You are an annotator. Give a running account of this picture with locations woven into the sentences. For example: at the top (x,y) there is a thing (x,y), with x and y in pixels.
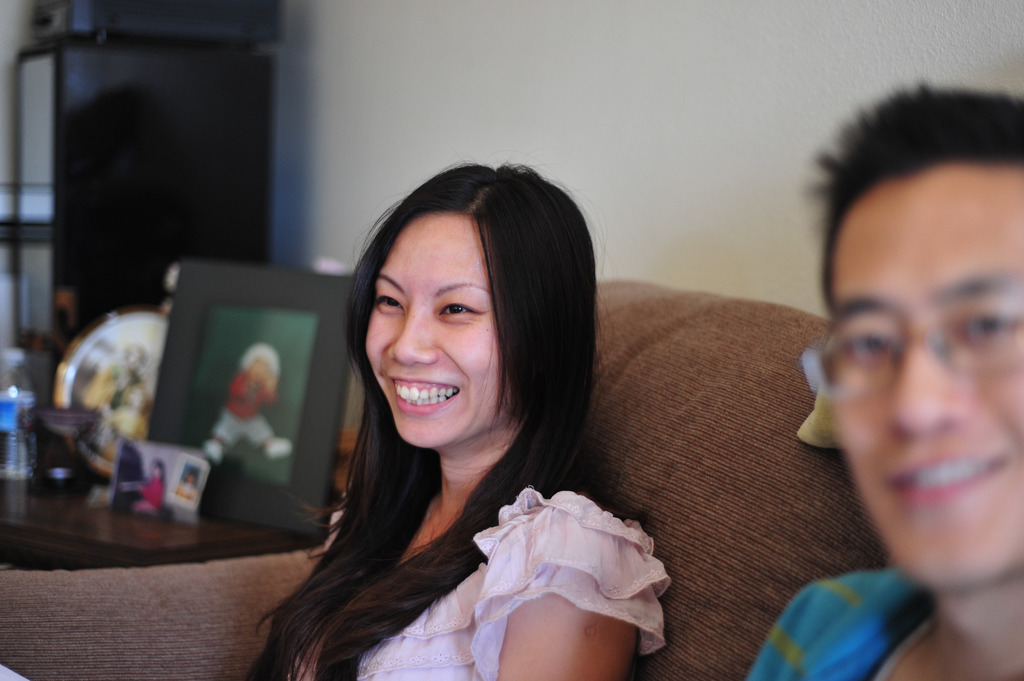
In the background (477,44) we can see the wall (608,37) and objects (268,37). In this picture we can see a man (948,491) and a woman (359,505) sitting on the sofa (619,485) and smiling. We can see a man (1010,395) wearing spectacles (992,322). On a table (66,499) we can see frames (180,435), bottle (4,397) and few objects (147,351).
